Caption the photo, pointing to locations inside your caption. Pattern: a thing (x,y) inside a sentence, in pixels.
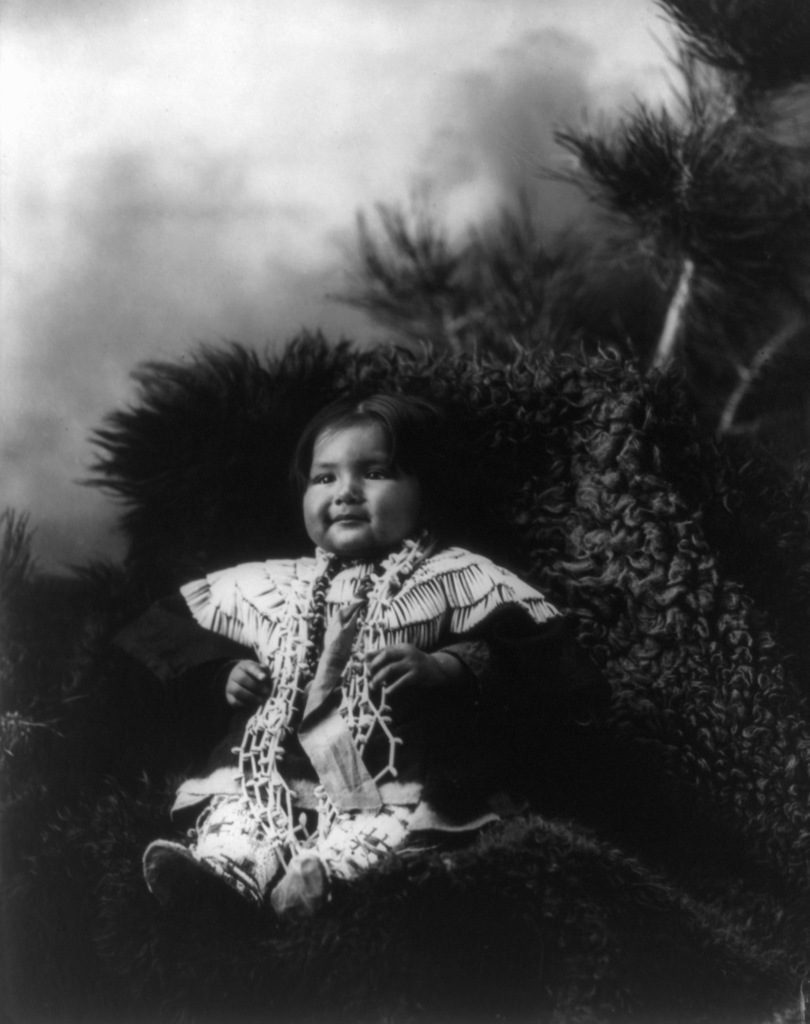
At the bottom of this image (555,702), there is a baby (422,593) smiling and sitting on a surface (124,766) on which there is grass (523,820). In the background (548,296), there are trees (802,283), plants (404,275) and the sky (199,65).
